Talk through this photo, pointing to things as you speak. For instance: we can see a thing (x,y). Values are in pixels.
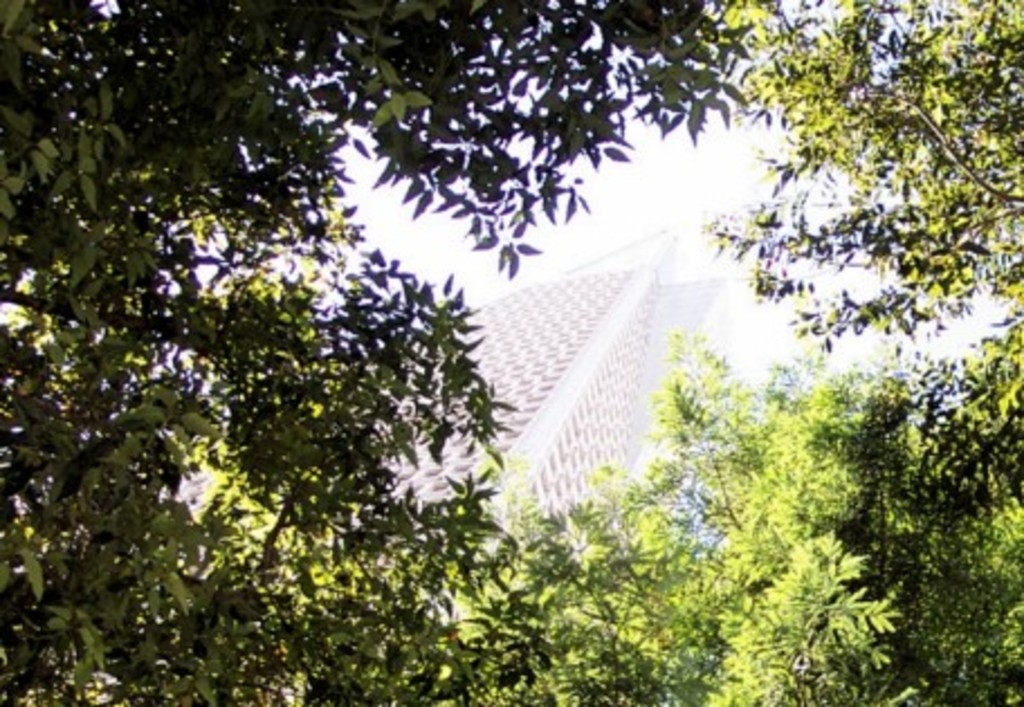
In this image I can see number of trees (676,650) in the front (814,470). In the background (616,333) I can see a building (584,336) and the sky (595,219).
